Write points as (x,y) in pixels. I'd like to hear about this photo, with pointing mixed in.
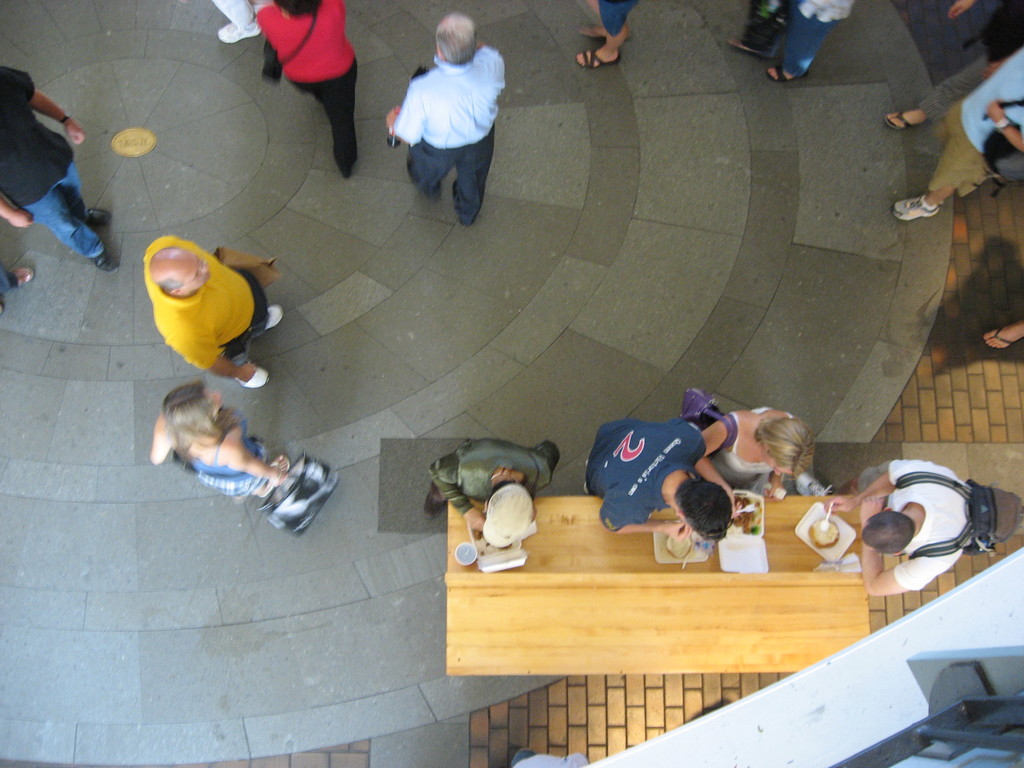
In this image there is a floor (410,16), on the floor (62,691) there are few people (966,85), at the bottom (577,594) there is a table (539,616), on the table (581,554) there are few plates (485,568), on which there is a food stuff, there are few people (459,456) standing in front of the table (633,621), in the bottom right (974,654) there is an object (1021,703).
